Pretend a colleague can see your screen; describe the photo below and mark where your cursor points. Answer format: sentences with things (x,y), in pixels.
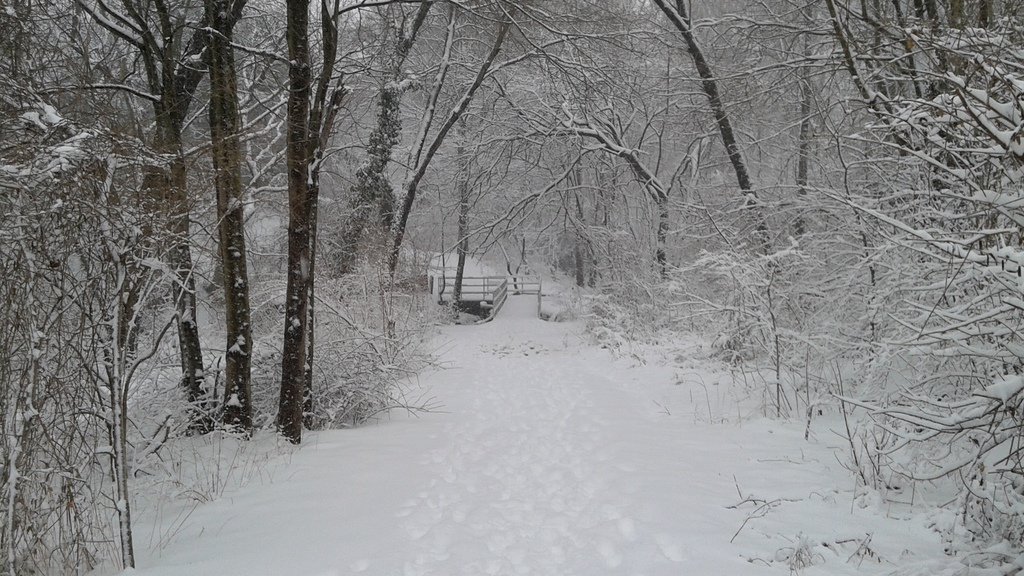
We can see trees (297,403), snow (503,363) and bridge (510,317).
